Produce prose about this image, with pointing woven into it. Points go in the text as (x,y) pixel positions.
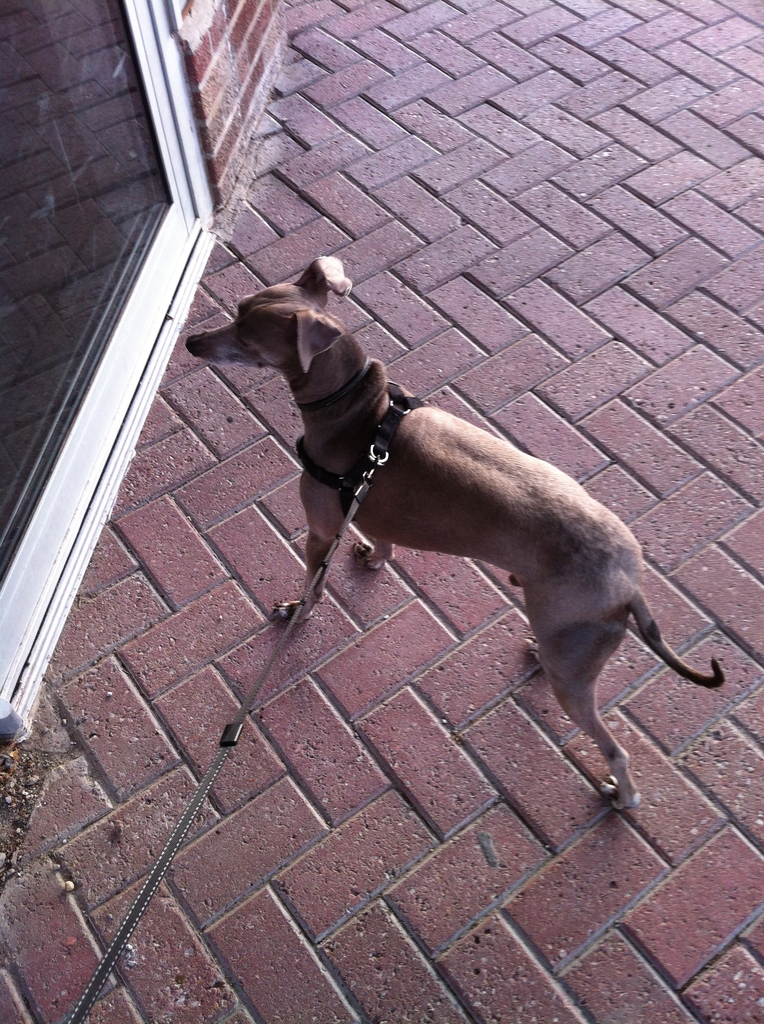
In this image there is floor (470,964) towards the right of the image (680,491), there is a dog (614,530) on the floor (480,689), there is a leash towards the bottom of the image (157,856), there is a glass wall (112,180) towards the left of the image (20,195), there is a wall (251,37) towards the top of the image (251,58).
